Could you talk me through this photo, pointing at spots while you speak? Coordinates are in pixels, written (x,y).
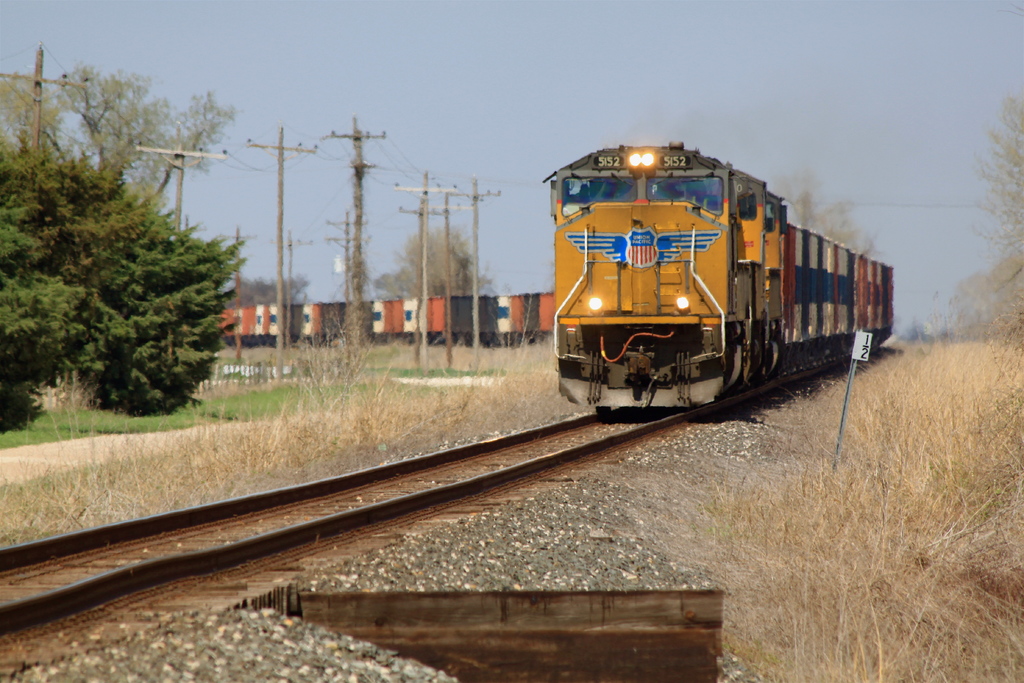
In this picture we can see a train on a railway track (648,436), trees (119,210), poles (450,331) and in the background (486,244) we can see the sky (580,101).
